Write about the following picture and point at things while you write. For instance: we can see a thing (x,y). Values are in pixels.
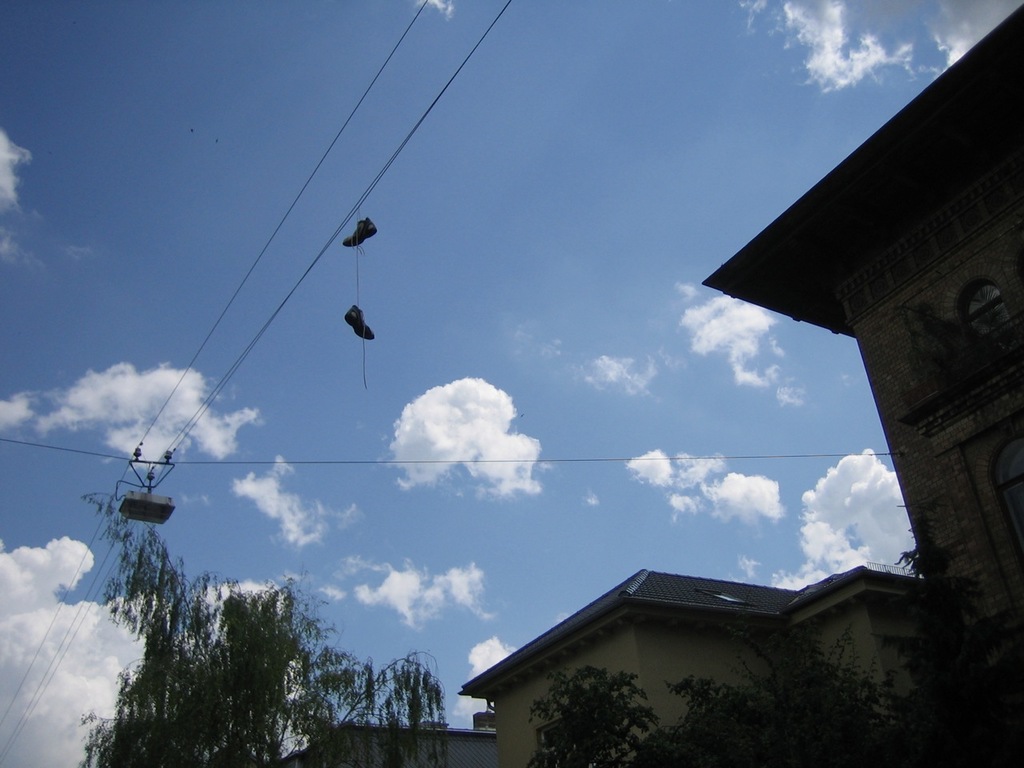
In this picture we can see there are buildings (633,652), trees (441,707) and wires (117,489). On the left side of the buildings (891,619) there is a pair of shoes (363,226) hanging on the wire (328,246). Behind the buildings (955,279) there is the sky (485,324).
